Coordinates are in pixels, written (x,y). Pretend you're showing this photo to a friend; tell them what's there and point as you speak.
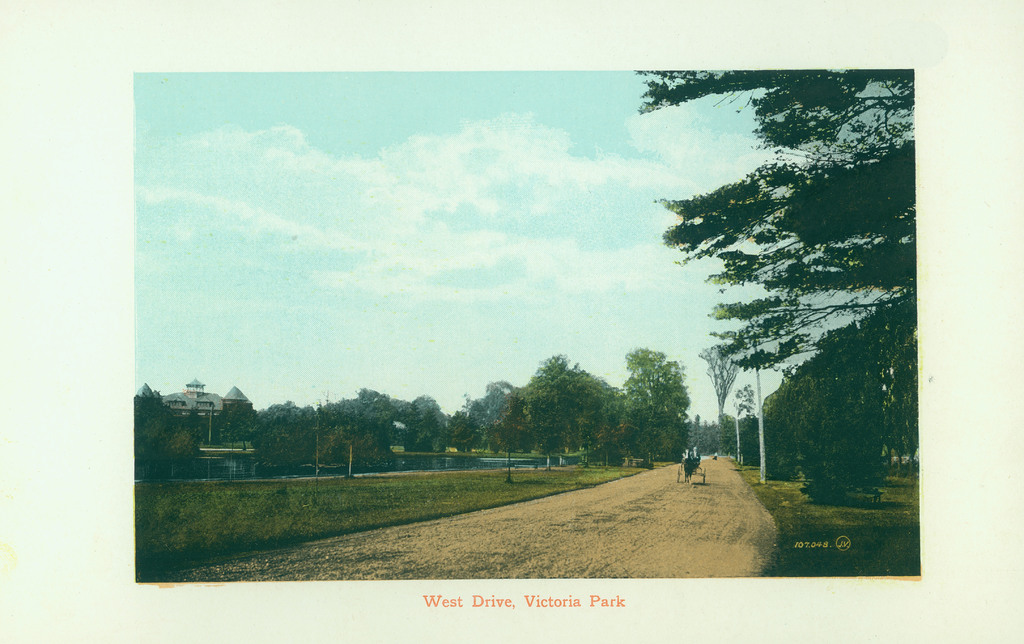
This is a photo. In the center of the image (528,410) we can see buildings (209,396), trees (510,439), water (489,458), poles (761,390), cart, horse (693,461), grass (522,482), ground (677,485), road (662,520). At the top of the image (514,176) we can see the clouds (566,189) are present in the sky (586,234). At the bottom of the image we can see some text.
